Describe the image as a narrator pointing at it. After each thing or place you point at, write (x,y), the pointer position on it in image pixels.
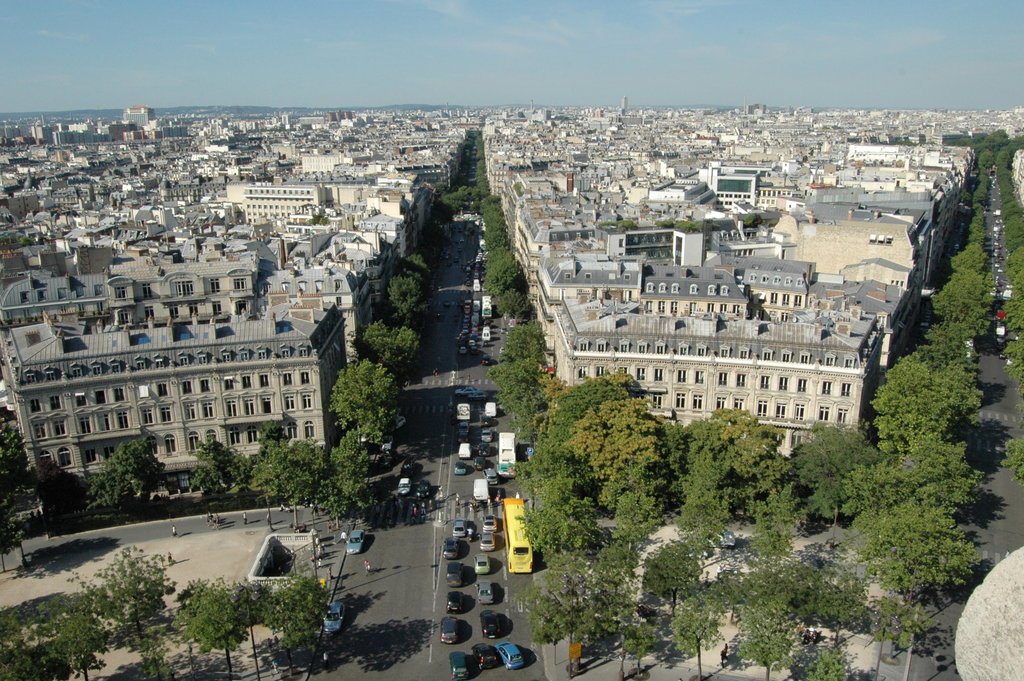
In this picture we can see vehicles (486,413) and people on the road (452,468), here we can see buildings (224,406), trees (375,331) and some objects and we can see sky (971,40) in the background (965,22).
